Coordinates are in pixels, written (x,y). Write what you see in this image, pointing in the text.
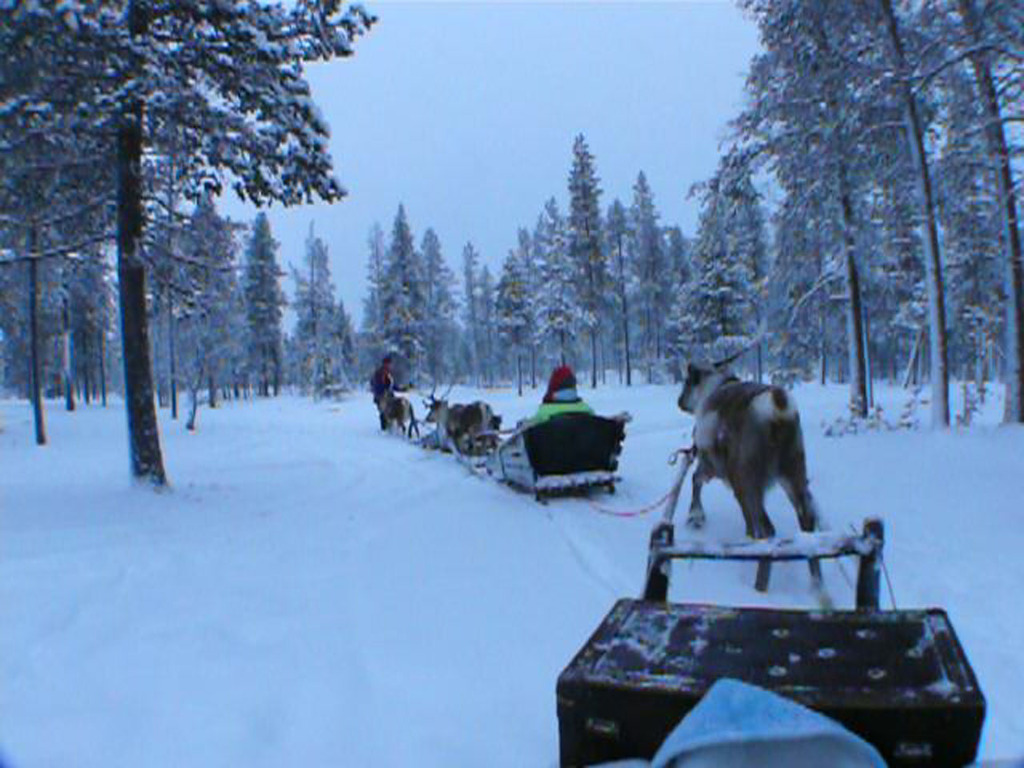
In this image we can see there are trees (153,438) on the snow (196,486), also we can see there are people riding reindeer sleds (501,468).
